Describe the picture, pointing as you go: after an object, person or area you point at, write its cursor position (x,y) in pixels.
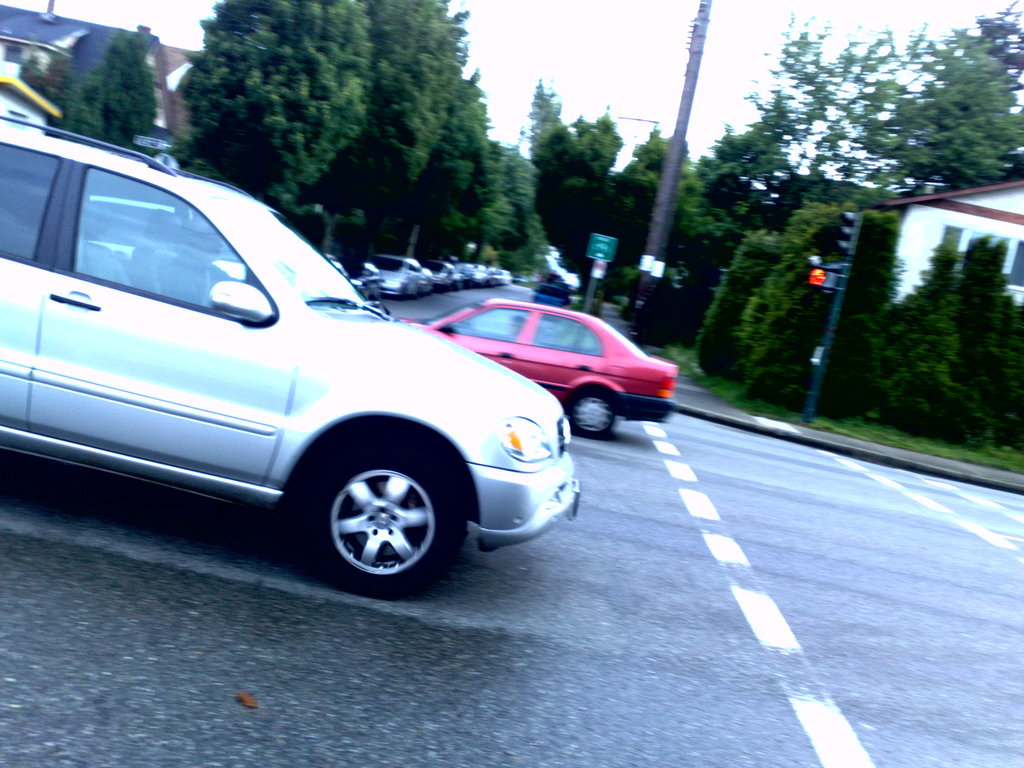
In this image we can see motor vehicles (358,319) on the road (766,474), trees (628,200), traffic poles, traffic signals (852,233), sign boards (604,241), buildings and sky (615,40).
